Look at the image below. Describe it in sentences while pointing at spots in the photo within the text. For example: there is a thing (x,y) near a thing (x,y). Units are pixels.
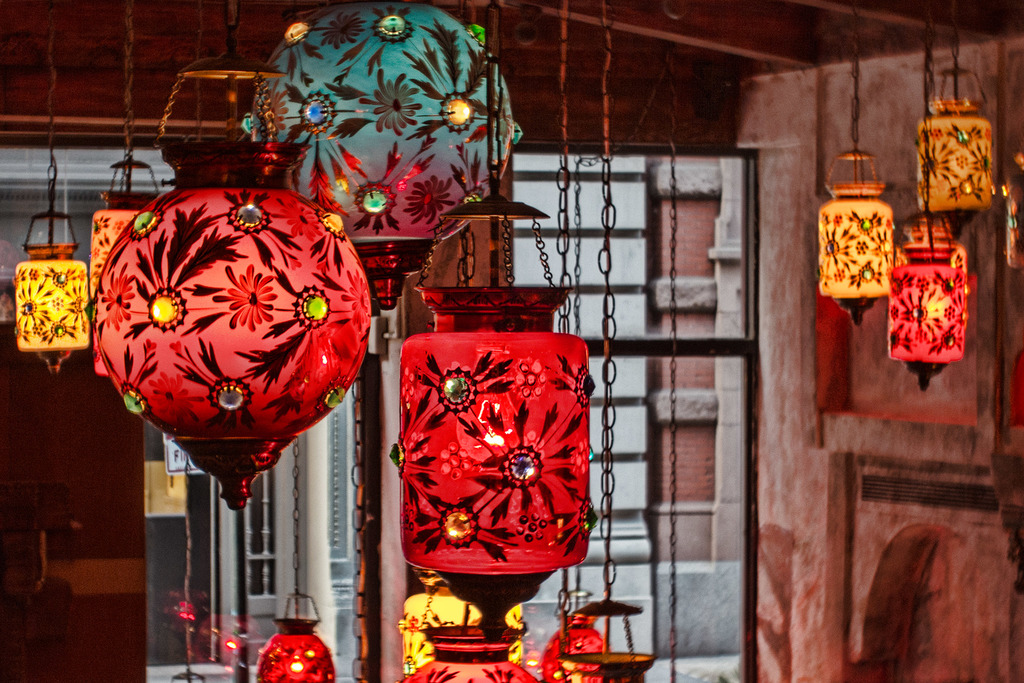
In the picture we can see a decorative lamp (437,664) with chain holdings (629,651) to the ceiling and the lamps (258,363) are in red, yellow and blue in color and some designs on it and in the background (708,423) we can see a window (712,346).
